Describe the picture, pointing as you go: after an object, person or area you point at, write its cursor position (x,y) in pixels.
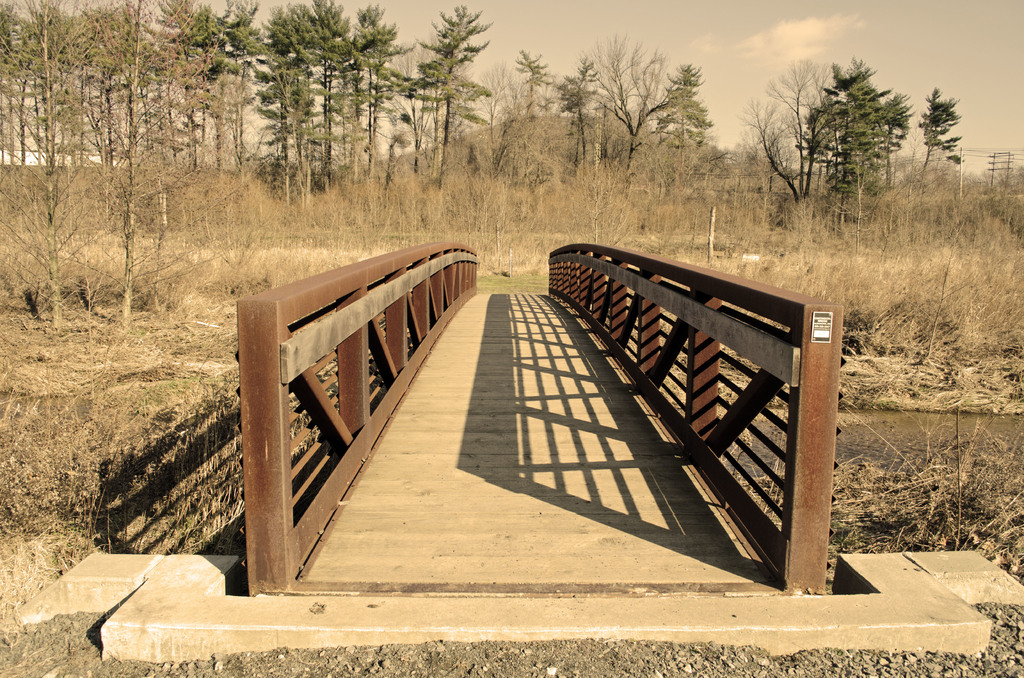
In this picture, we can see the ground (141,677) with trees (521,121), plants (874,329) and grass (861,295), we can see the wooden bridge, poles (994,163), wires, water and the sky (990,147) with clouds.
